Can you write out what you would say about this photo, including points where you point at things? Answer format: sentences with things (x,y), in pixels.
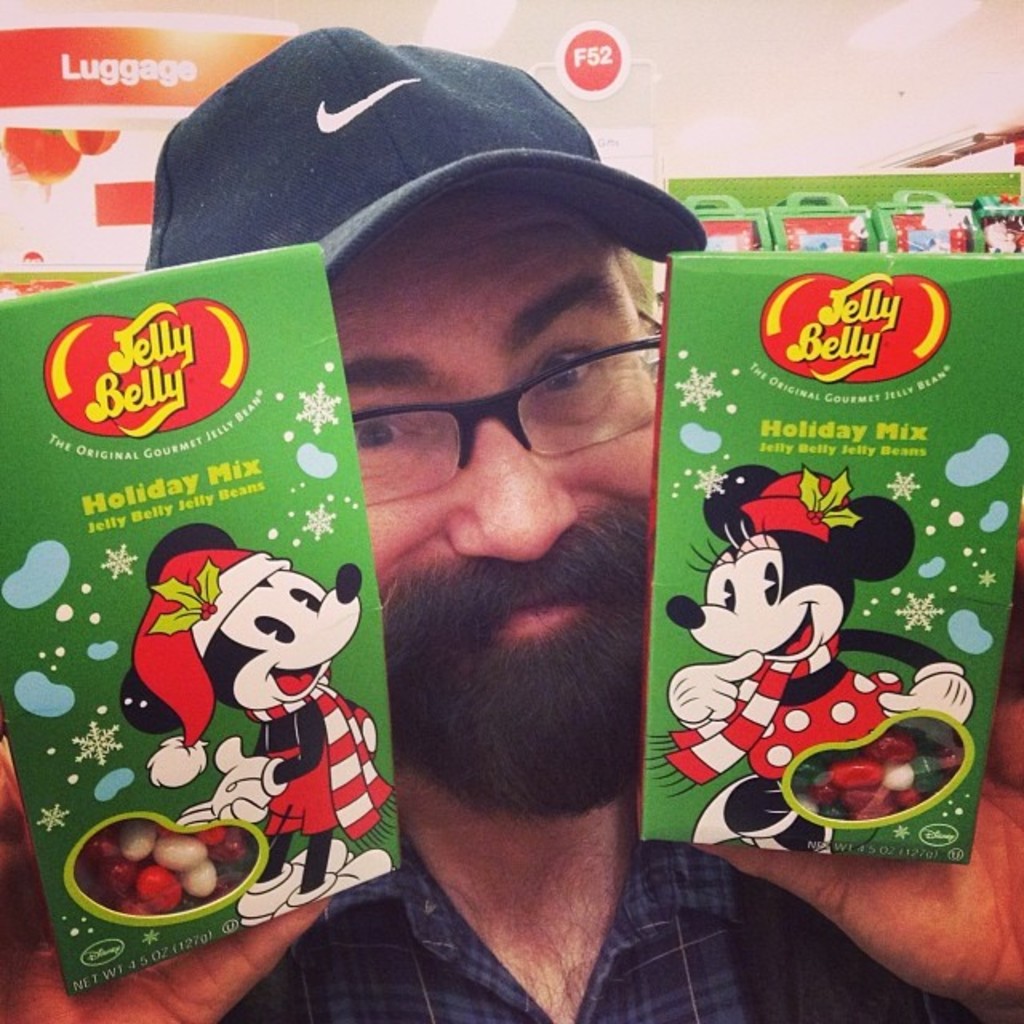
In this picture I can see a man (503,762) wore a cap (320,72) on his head (474,334) and he wore glasses (365,453) and he is holding couple of Candy boxes (362,605) in his hands (885,862) and I can see text (142,65) on the board (183,88) and a shelf (823,223) on the back (840,229).
